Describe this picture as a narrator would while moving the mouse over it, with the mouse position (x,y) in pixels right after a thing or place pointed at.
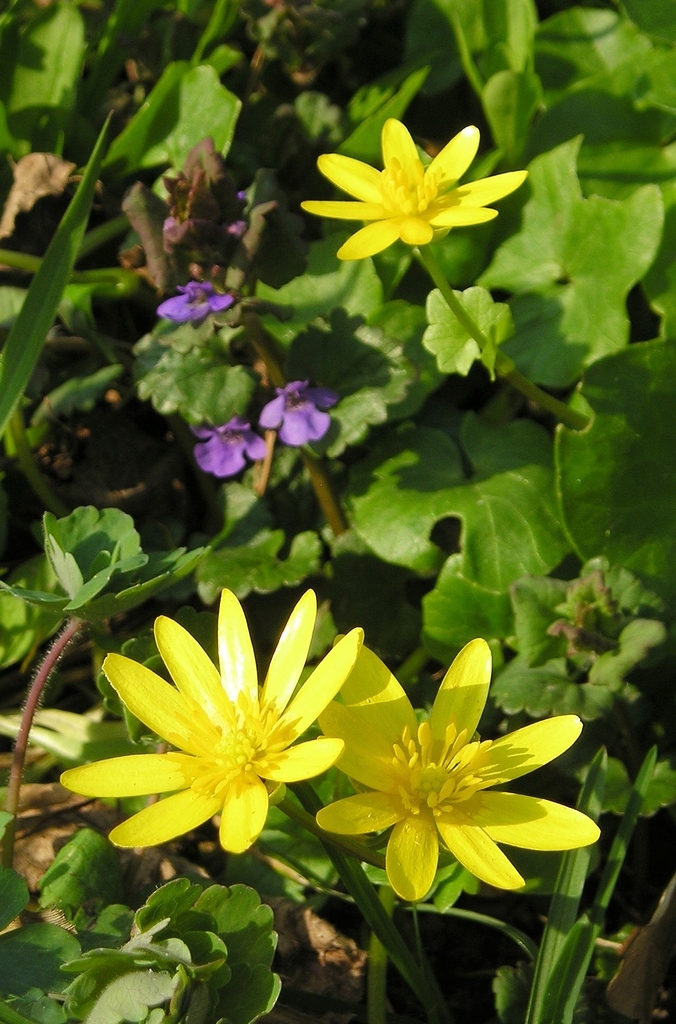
In the image we can see in front (449,757) there are yellow colour flowers (333,809) and behind there are purple colour flowers (249,449) on the plants (315,660).
